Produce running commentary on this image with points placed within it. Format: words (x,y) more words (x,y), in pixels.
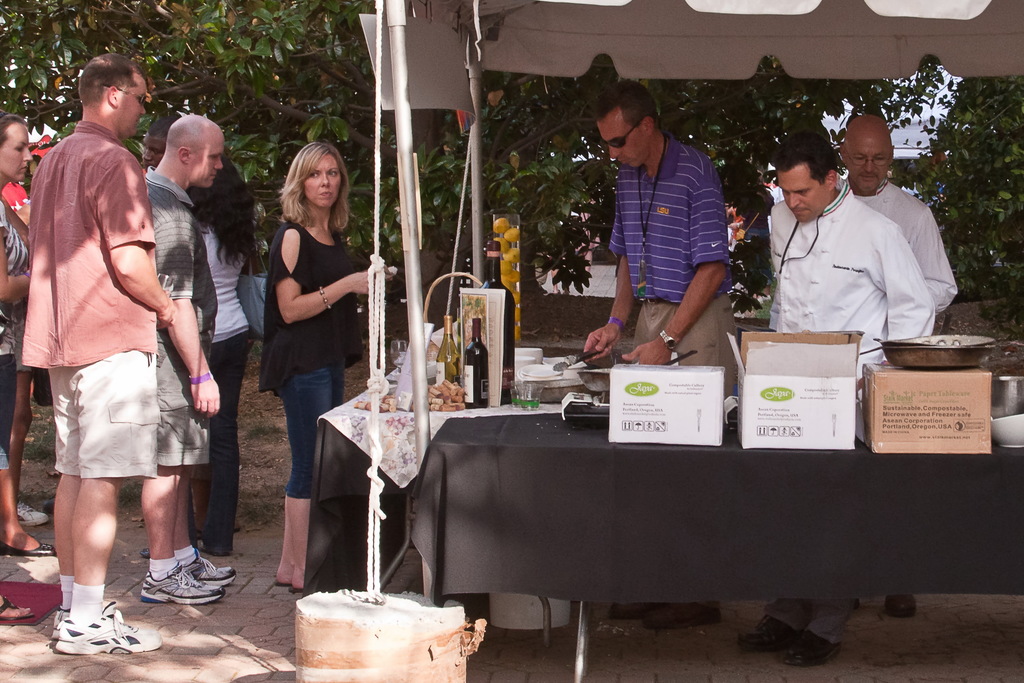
As we can see in the image there are trees (295,58), few people (692,230) standing over here, and there is a table (634,496). On table (498,453) there are boxes (713,420), bottles (504,368) and bowls (522,362).
